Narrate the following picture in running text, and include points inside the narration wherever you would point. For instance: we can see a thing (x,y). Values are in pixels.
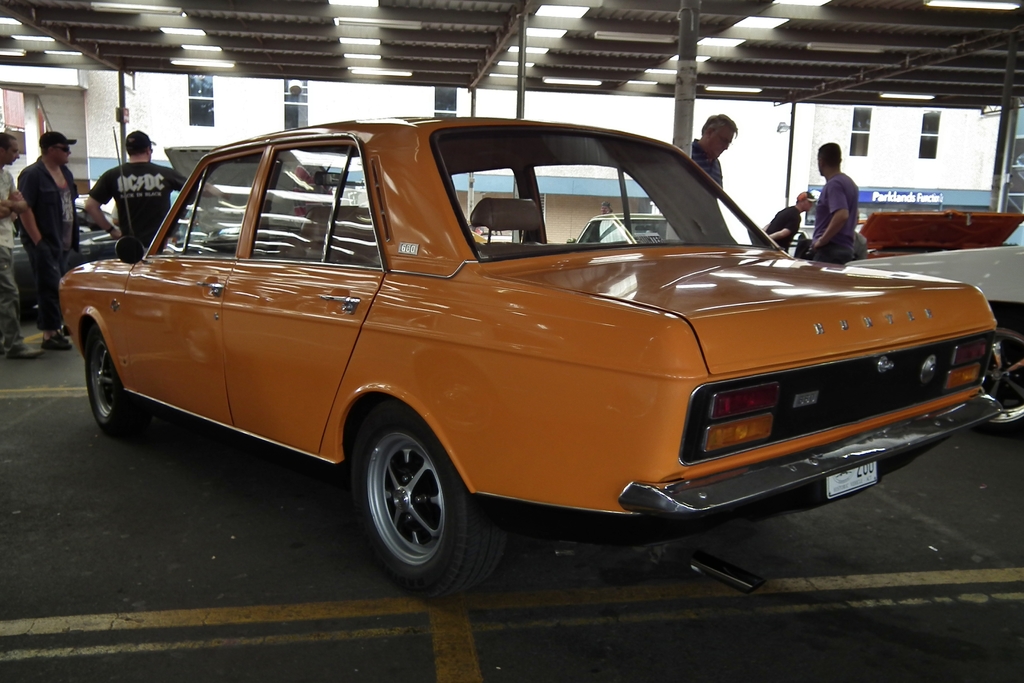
In this image we can see a few vehicles (479,296) and people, there are some poles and windows (196,87), at the top of the roof (424,60), we can see some lights (556,80), in the background (244,81) we can see a white color building (244,80).
